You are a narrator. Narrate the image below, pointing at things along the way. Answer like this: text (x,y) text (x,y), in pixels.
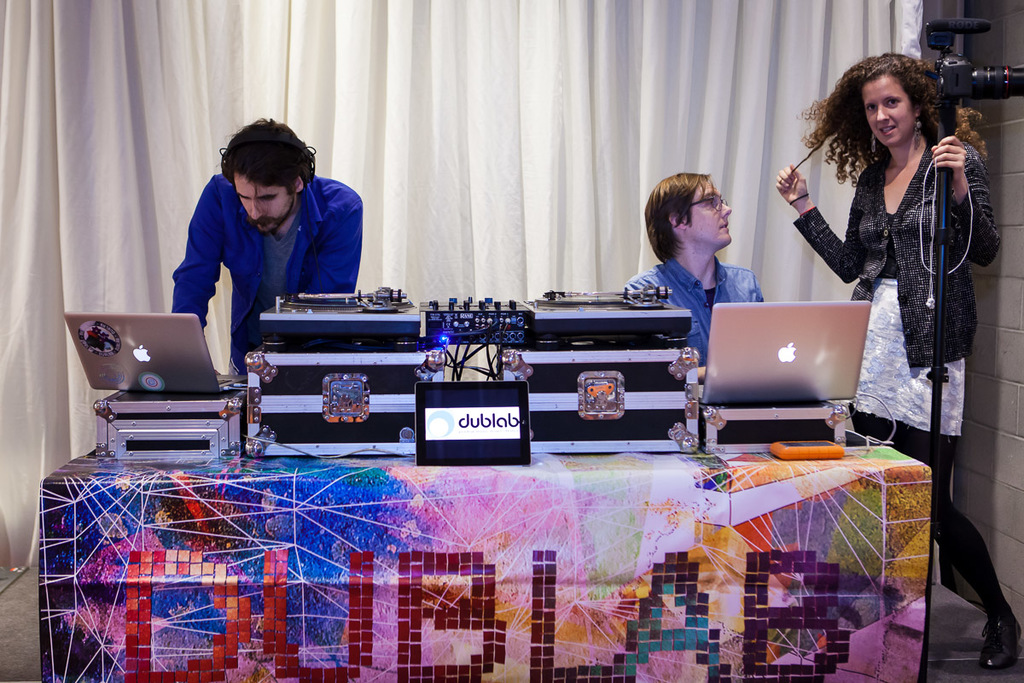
This picture is clicked inside a room (429,539). There are three people (240,318) in this image, two men (695,228) and a woman (962,250) and in front (652,504), we see a table (508,575) with colorful cloth (532,511) on it. On the table (630,490), we see some musical instruments (639,343) and laptop (121,366). On the right corner (867,136), we see woman (903,213) holding camera stand (942,106) in her hands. Behind them, we see white curtain (535,74).
